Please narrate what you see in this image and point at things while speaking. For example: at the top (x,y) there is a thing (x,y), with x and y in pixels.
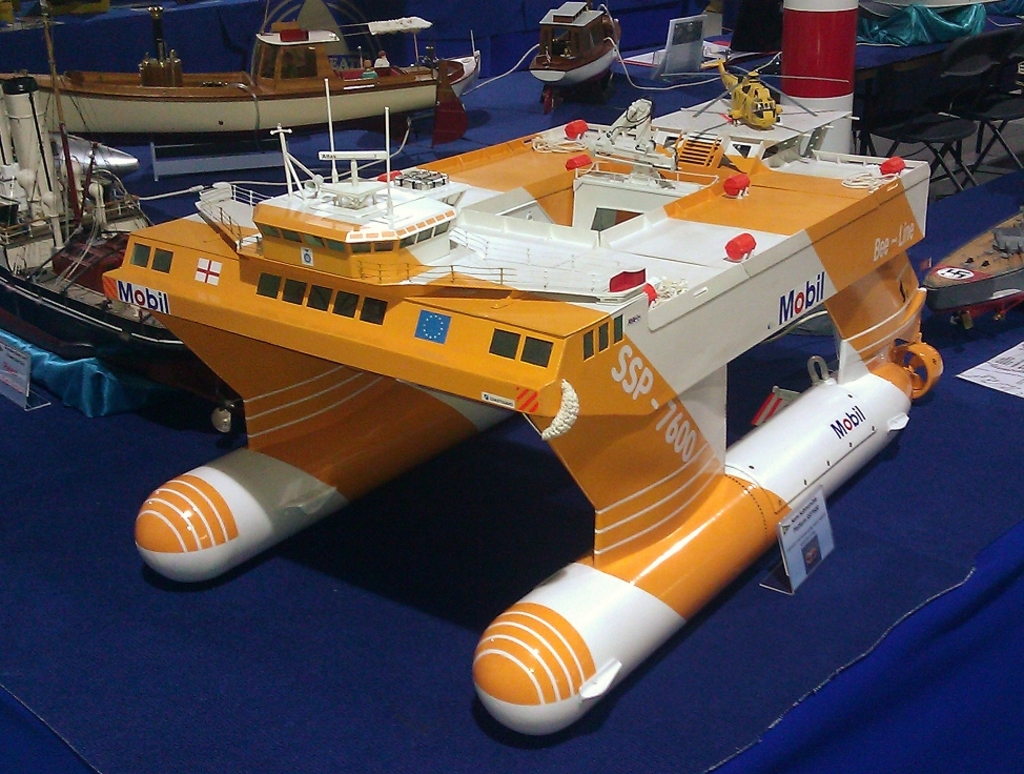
Here this is a scale model (432,271), in which we can see some boats (555,167) and other things (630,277) present over a place (527,537).
